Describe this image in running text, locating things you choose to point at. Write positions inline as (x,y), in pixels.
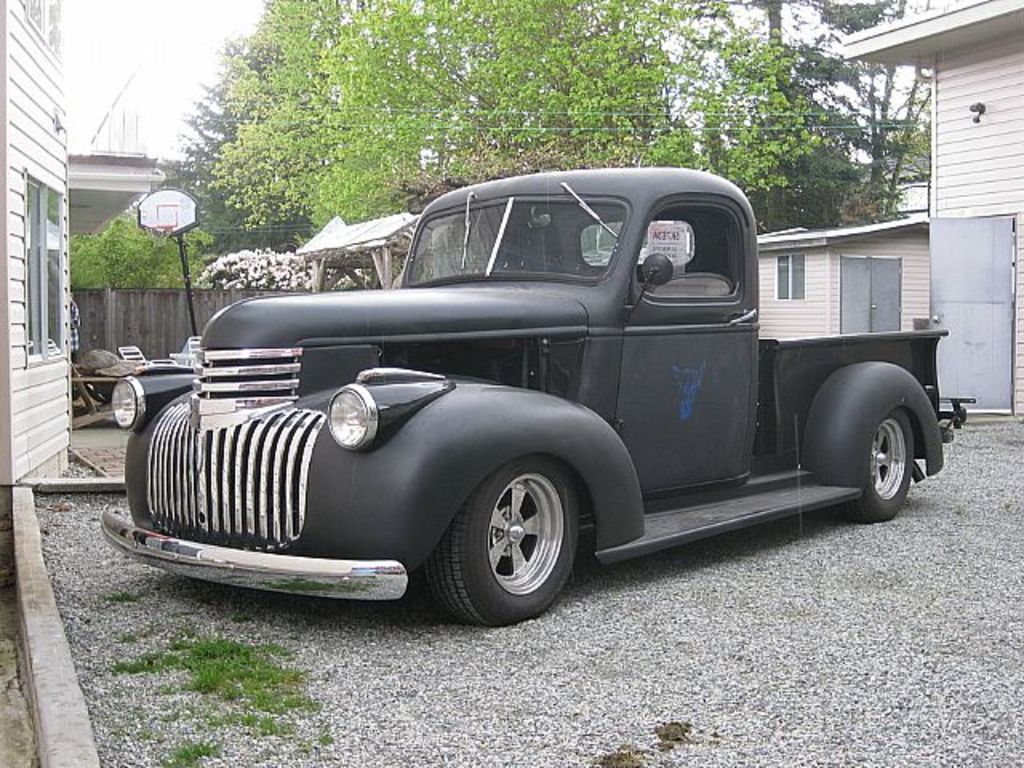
In this picture there is a pickup truck (685,197) in the center of the image (512,387), on the pebbles floor (658,584) and there are houses (8,348) and doors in the image, there is a basketball pole (169,236) and trees (312,101) in the background area of the image (779,94) and there is a flower plants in the background area of the image (205,269).
